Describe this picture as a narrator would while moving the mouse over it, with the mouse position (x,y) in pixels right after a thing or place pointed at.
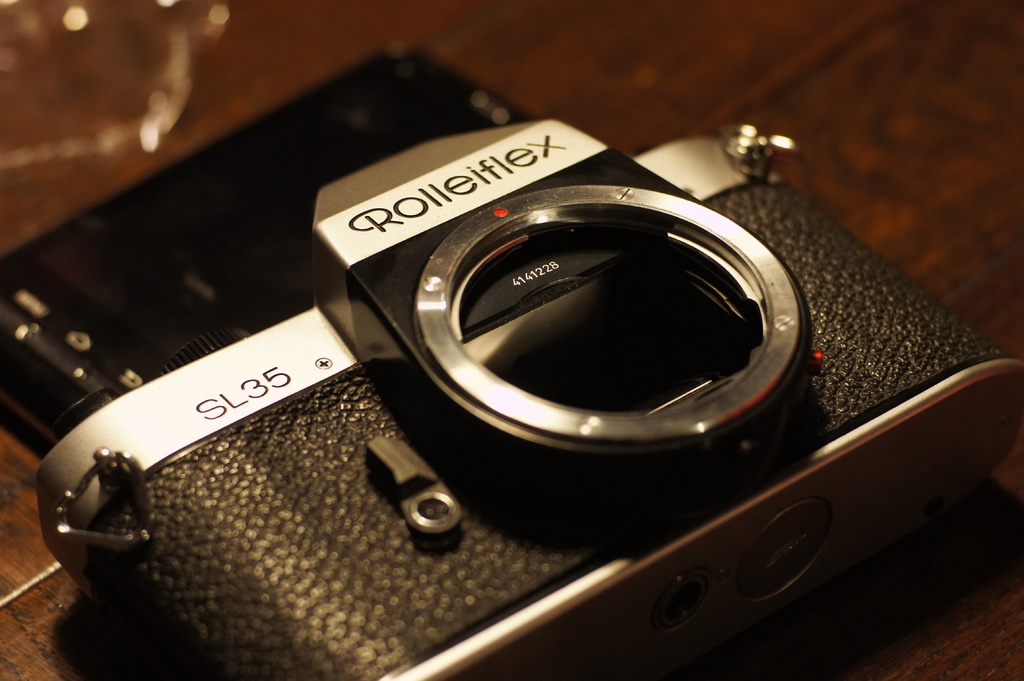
In this image I can see a camera (429,341) is placed on a wooden surface (755,73). On this camera (426,312) there is some text (239,401) and numbers (258,393).
